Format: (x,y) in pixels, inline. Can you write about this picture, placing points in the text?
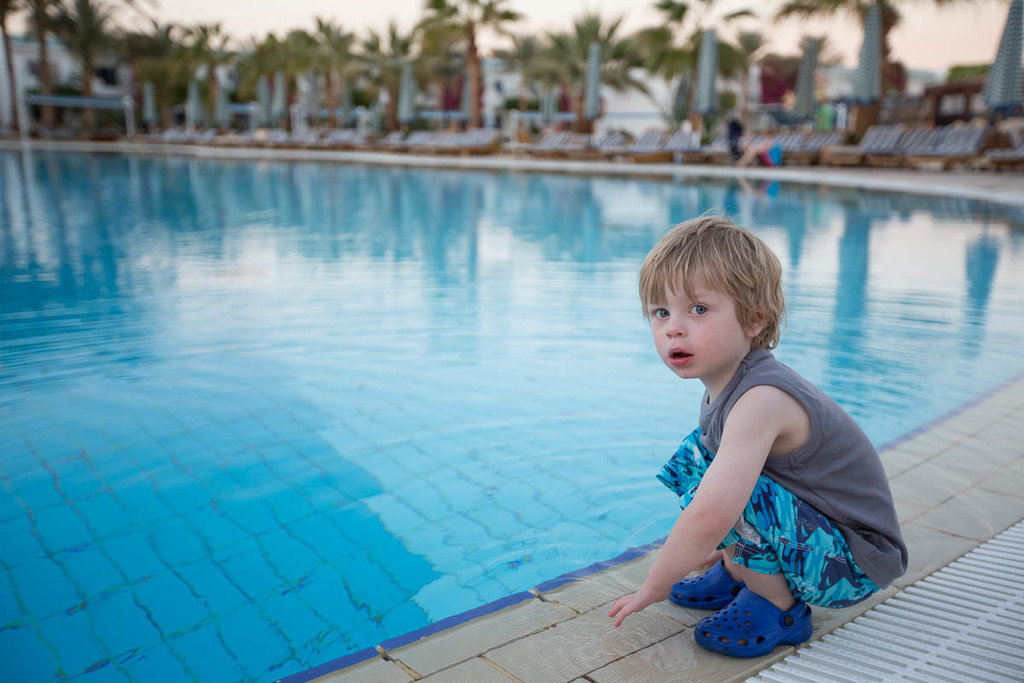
A boy (725,566) is sitting in squat position. There is a pool (976,251). There are beach chairs (953,140) and trees (422,47) at the back (328,128).
